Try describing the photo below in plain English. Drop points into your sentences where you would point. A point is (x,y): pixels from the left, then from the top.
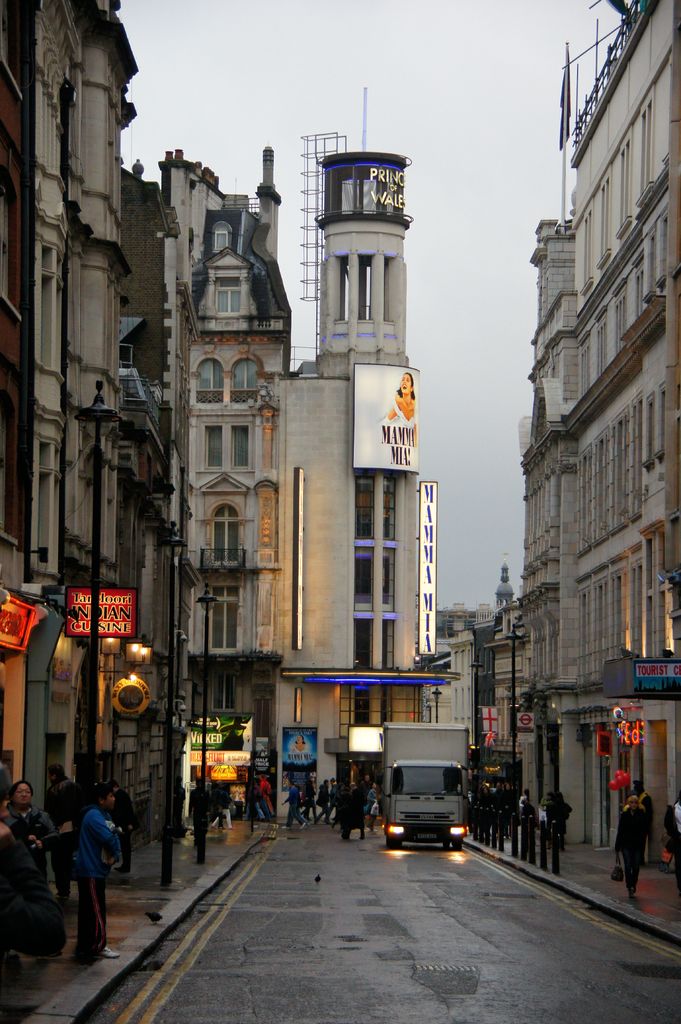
In this image I can see few buildings (150,441), few black colored poles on the side walk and a vehicle (421,742) which is white in color on the road (419,857) and I can see few persons (102,899) standing on the side walk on both sides of the road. In the background (488,242) I can see the sky (475,361).
